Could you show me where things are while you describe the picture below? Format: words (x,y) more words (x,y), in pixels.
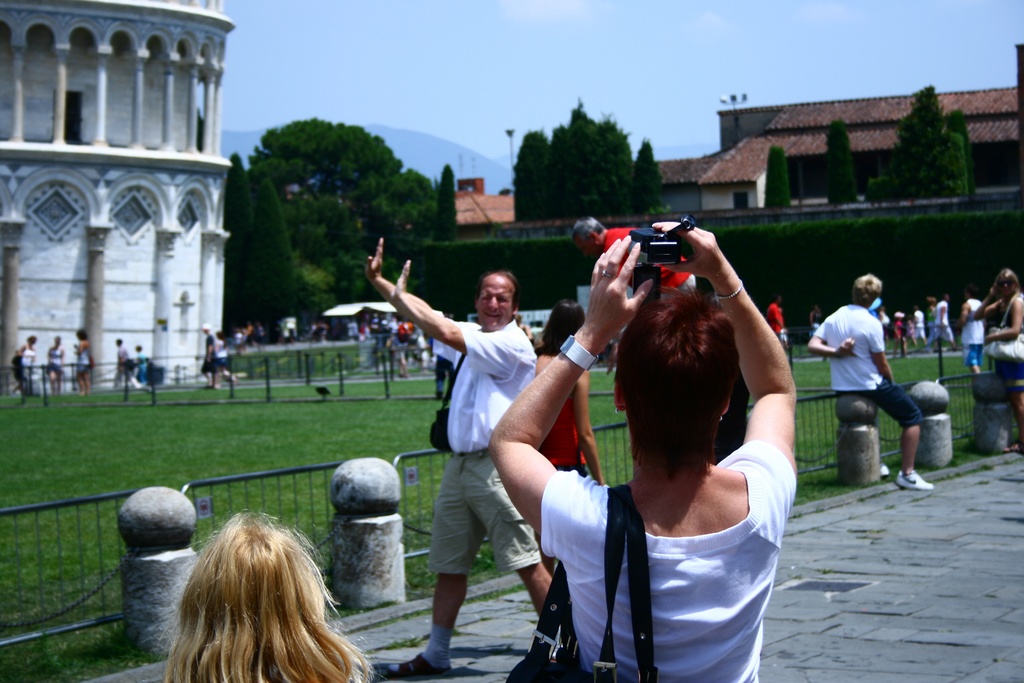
In the picture I can see a person (708,622) wearing white color T-shirt (715,582) is holding a camera (665,244) in their hands (595,268) and carrying a backpack (568,632) and standing here and here we can see another person (304,589) standing beside her. In the background (20,368), we can see a few people (554,344) standing, we can see the fence (264,371), grassland (206,425), buildings (1002,192), trees (961,155), hills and the sky (604,79) in the background (417,137).
